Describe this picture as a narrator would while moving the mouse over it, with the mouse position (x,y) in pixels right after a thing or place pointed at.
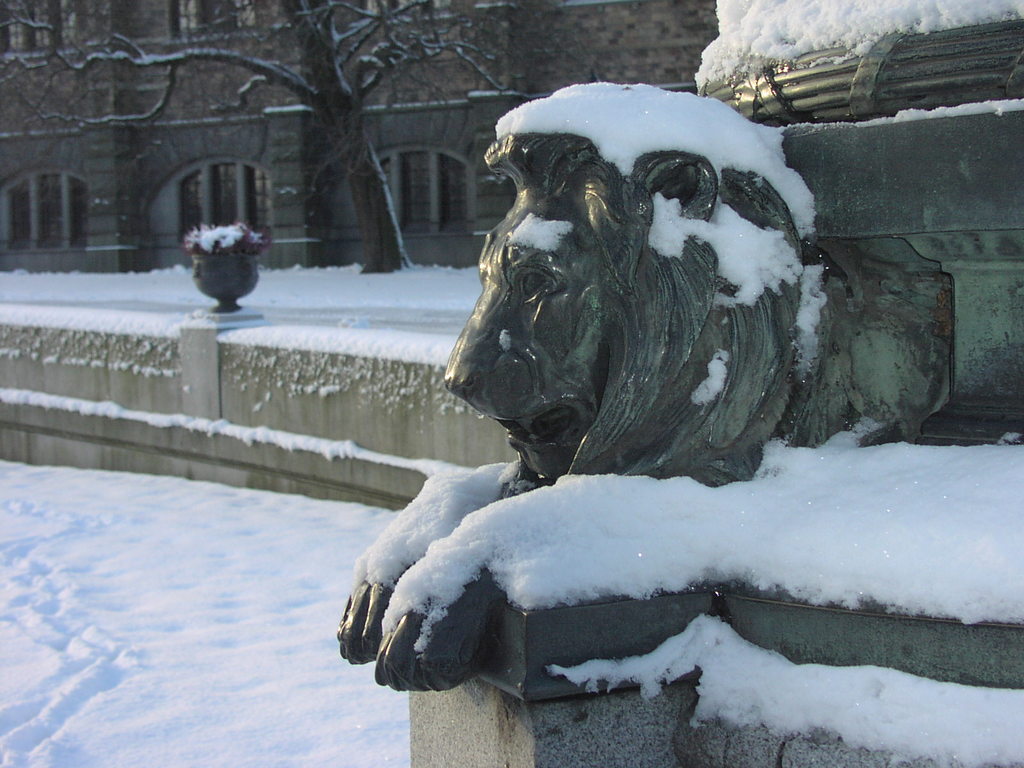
Here we can see statue (685,367) and snow (239,512). Background (427,7) there is a building (17,111), plant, snow (310,272) and tree (136,64). To this building (207,135) there are windows (194,181).
